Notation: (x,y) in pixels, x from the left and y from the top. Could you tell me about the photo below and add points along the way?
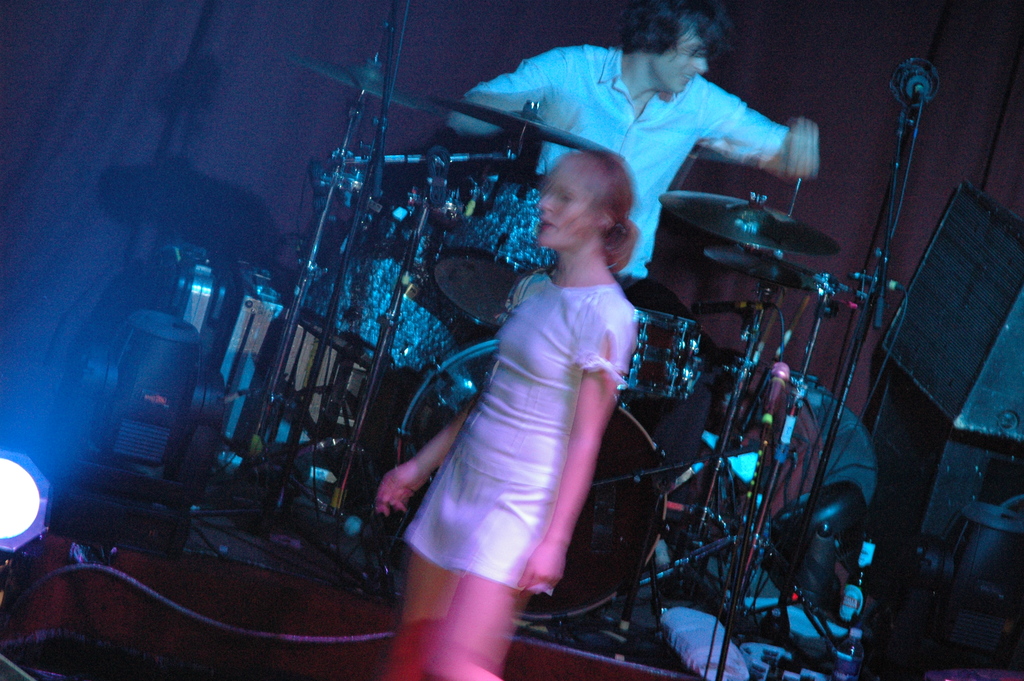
This image is taken in a concert. In the background (856,125) there is a wall (80,186) and there are many musical instruments (494,305) and a mic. A man (564,107) is sitting on the stool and he is playing music on the drums (671,330). In the middle of the image (524,429) a woman (491,529) is standing. On the left side of the image (31,516) there is a light (41,524). On the right side of the image (907,457) there are a few things (948,430).
